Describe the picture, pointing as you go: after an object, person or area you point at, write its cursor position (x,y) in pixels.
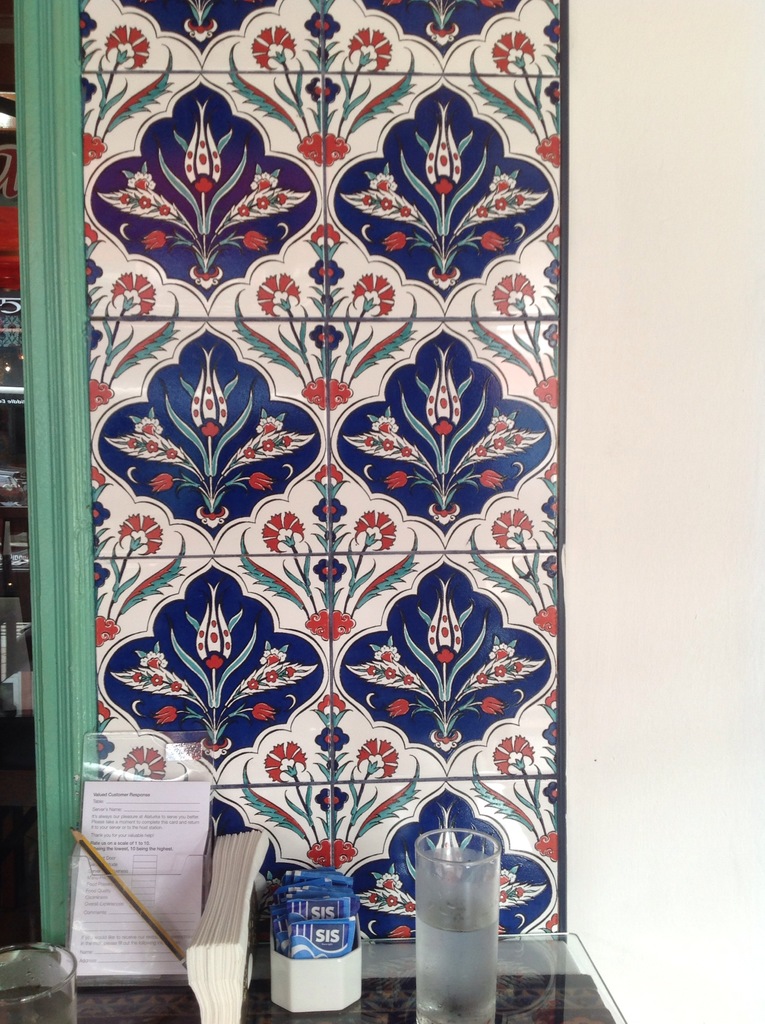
In this picture there is a table (609,1021) at the bottom (107,1018). On the table (506,1023) there is a glass (484,1000), tissue holder (235,979), a paper (120,916), pencil (158,936) etc. Behind it there is a wall (117,315) with flower pattern (307,320).
